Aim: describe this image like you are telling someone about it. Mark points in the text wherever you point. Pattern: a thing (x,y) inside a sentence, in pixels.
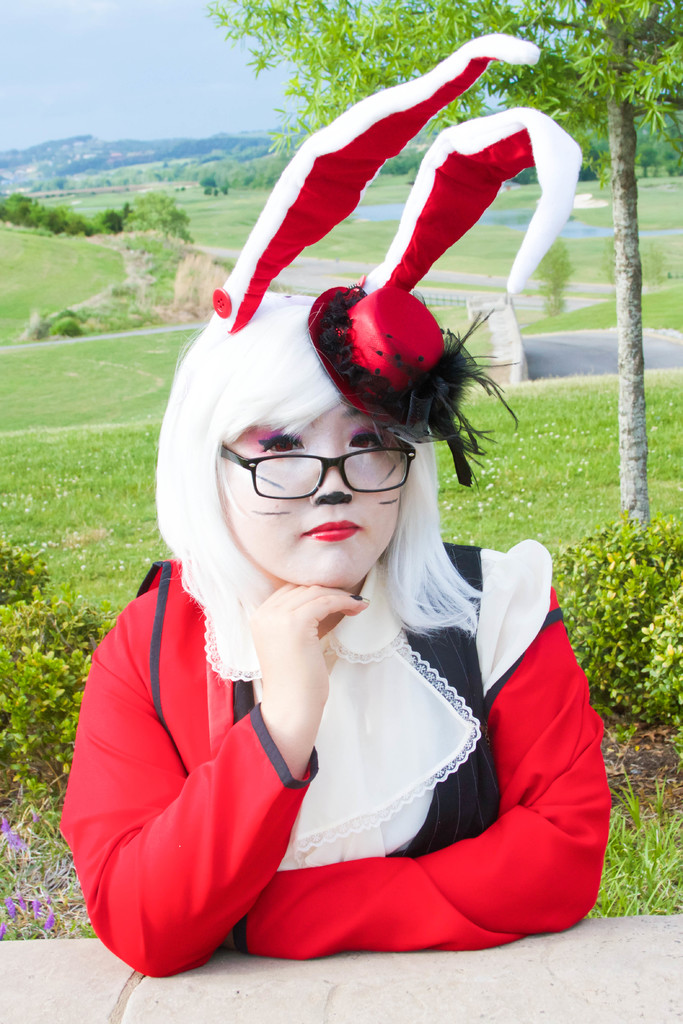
In this image one lady (278,610) is sitting she is wearing red white color dress (280,829) and some hair band (337,372) on her head (272,344). Background (102,413) the land (137,403) is full grassy, trees (634,386) and plants (622,586) are present.
